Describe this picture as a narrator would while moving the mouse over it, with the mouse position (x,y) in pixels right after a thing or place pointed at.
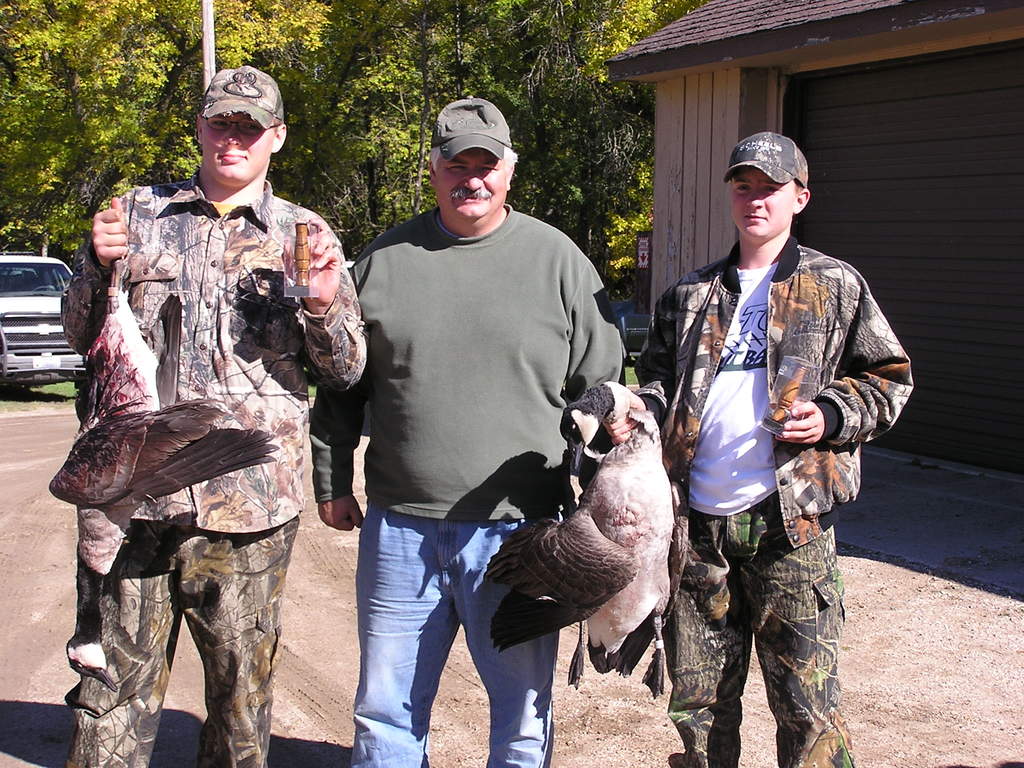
There are three persons (462,409) standing at the bottom of this image (438,535). The person (201,377) on the left side (171,427) is wearing a uniform (198,298) and holding a bird (132,414), and the person (478,424) standing in the middle (446,373) is wearing a cap (461,150), and the person (722,364) standing on the right side (742,377) is also wearing a uniform (776,348) and holding a bird (624,504). There is a house (816,194) on the right side of this image (851,209). There are some trees (647,179) in the background (427,147), and there is a car (32,316) on the left side of this image (52,320).
